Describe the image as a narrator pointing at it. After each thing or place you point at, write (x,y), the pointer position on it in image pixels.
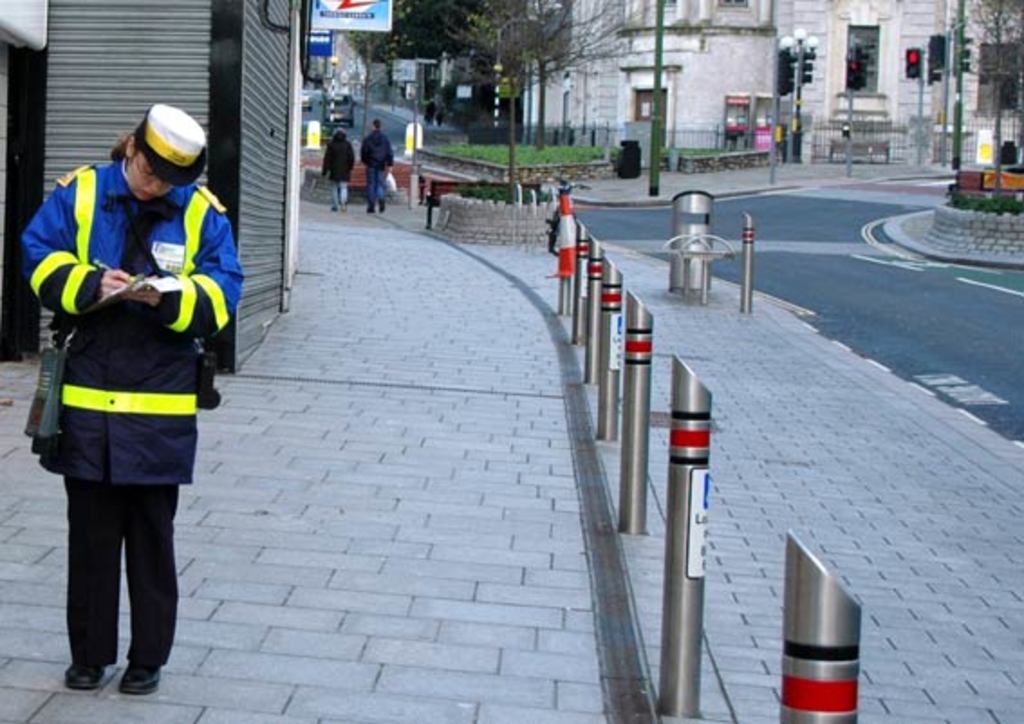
In the picture I can see a woman (140,370) wearing uniform (112,330) is standing on the left side of the image (154,539), here I can see poles (709,414), two persons (343,178) walking on the road (339,231), I can see boards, traffic signal poles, I can see trees (483,41), fence (877,150) and buildings (941,6) in the background (258,55).
